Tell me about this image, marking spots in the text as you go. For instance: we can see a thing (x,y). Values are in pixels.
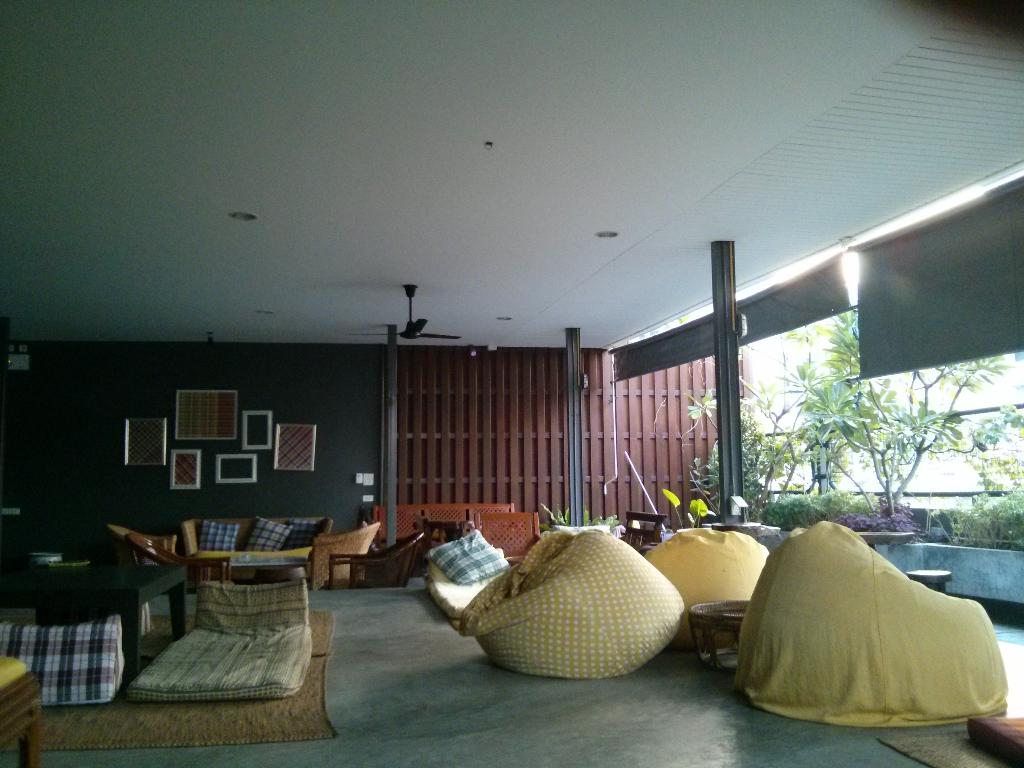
This picture is of inside the room (708,303). On the right (894,686) we can see the bean bags (789,626), a table (713,608) and on the left (264,652) we can see the floor carpet (200,721), pillows (115,657), table (93,581), couch (281,550), cushions (290,543) and in the background (333,389) we can see the wall (339,359), picture frames (226,437) hanging on the wall (329,412), ceiling fan (425,337), roof (592,221) and house plants (894,408).
